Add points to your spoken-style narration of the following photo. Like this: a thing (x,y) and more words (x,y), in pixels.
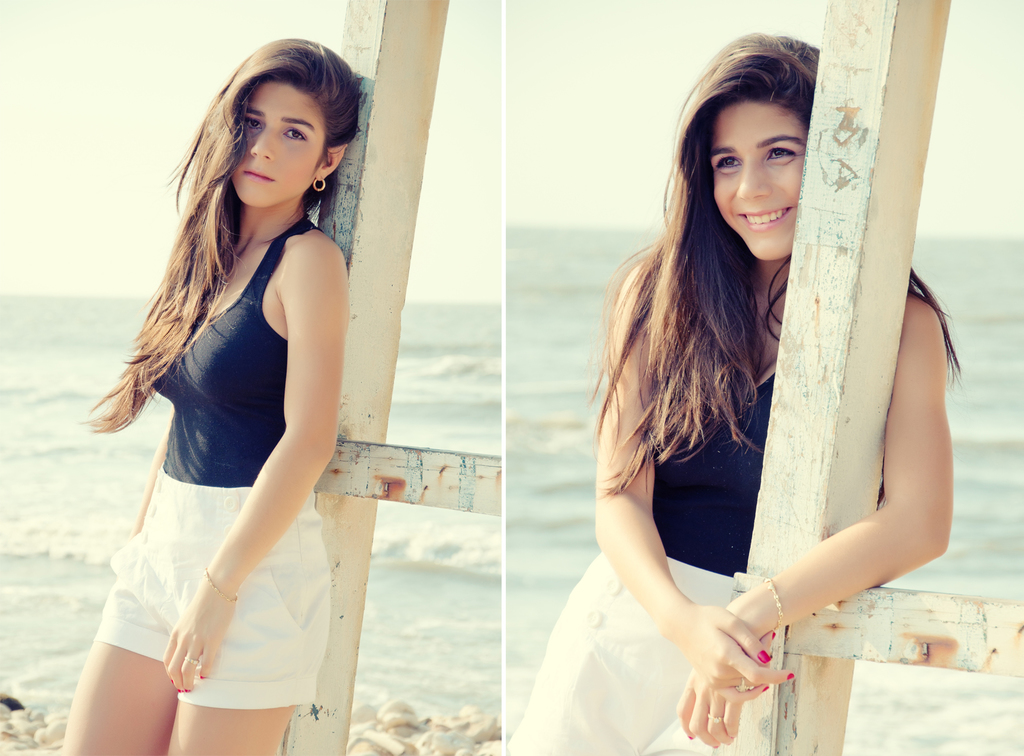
Beautiful girl (293,406) is standing, she wore a black color top (277,426) and a white color short (303,565). On the right side (933,356) she is smiling. This is water (583,318).
